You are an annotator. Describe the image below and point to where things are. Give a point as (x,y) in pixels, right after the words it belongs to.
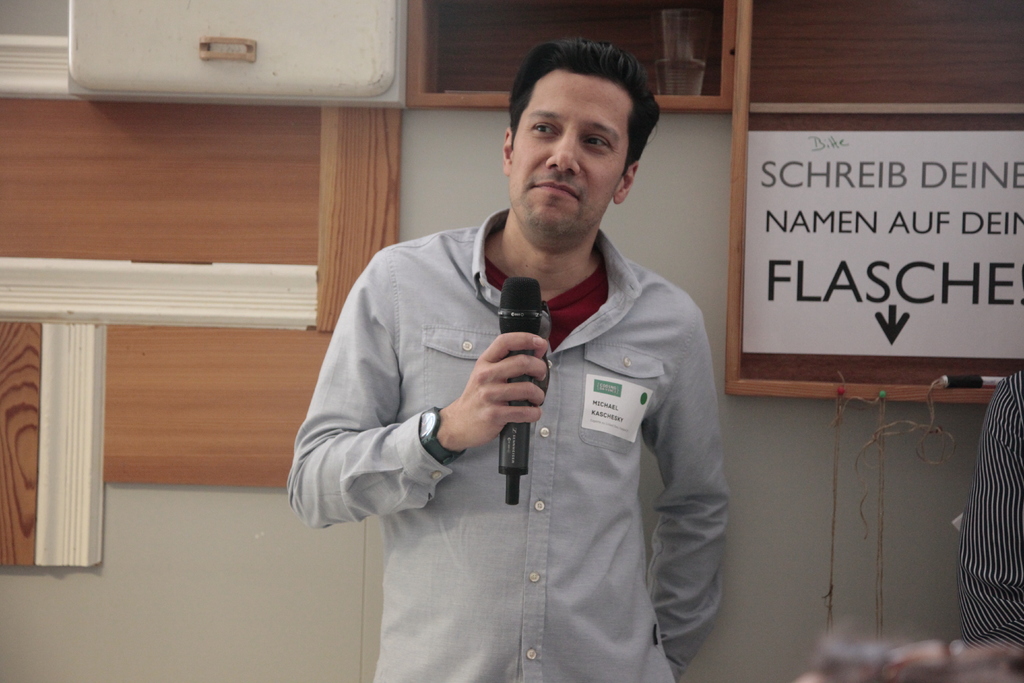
In this image I see a man (704,403) who is holding the mic (503,295) and he is smiling. In the background (723,176) I see the wall (903,535) and a board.
